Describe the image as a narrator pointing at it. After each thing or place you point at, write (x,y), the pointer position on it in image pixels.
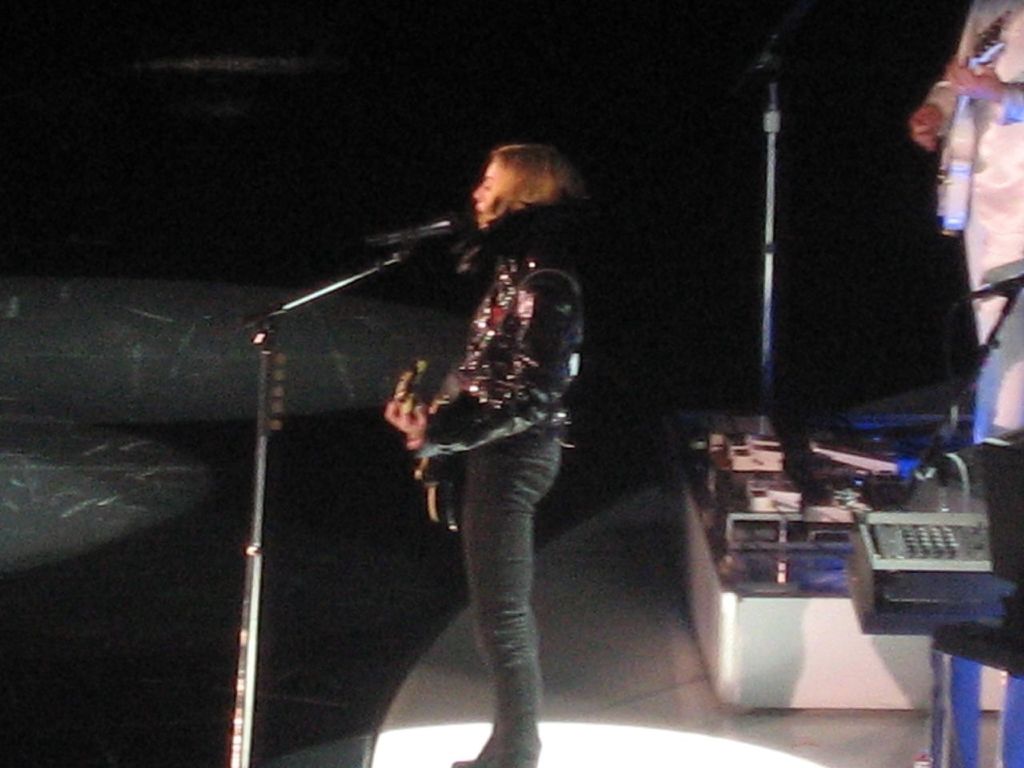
The women (497,357) wearing black shirt (517,341) is playing guitar (442,463) and singing in front of a mike (445,226) and there is a person (984,224) in the background (985,212) wearing white dress (994,174) and playing guitar (945,176).
